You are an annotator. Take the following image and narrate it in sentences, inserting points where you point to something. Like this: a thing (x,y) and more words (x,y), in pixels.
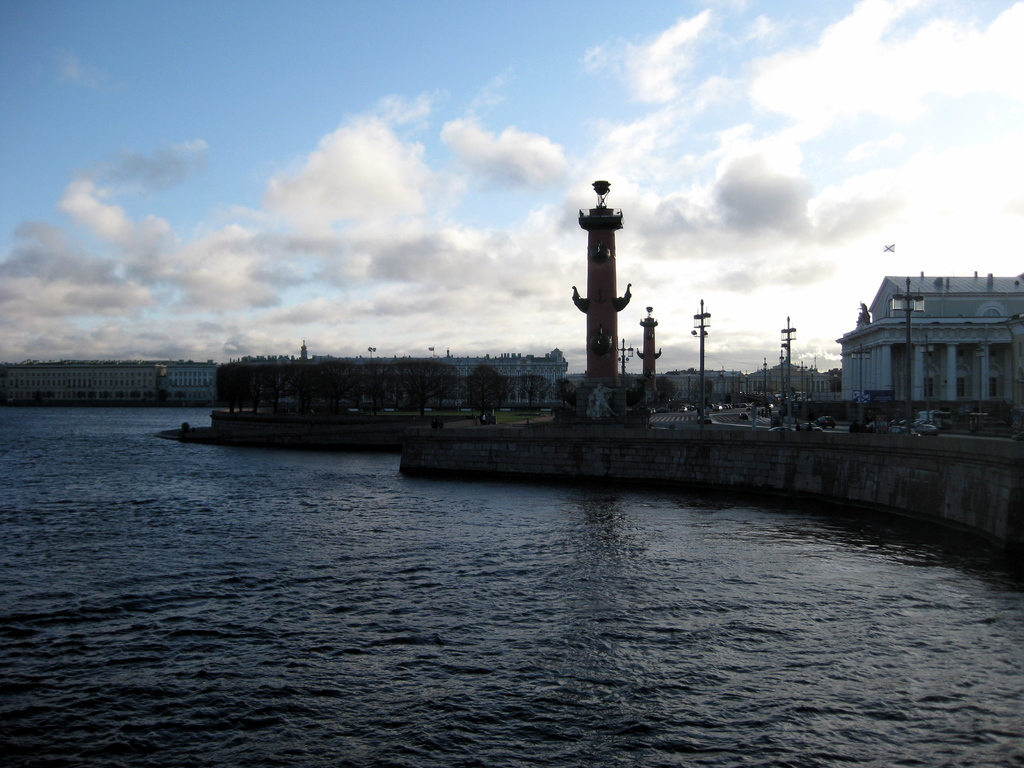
In this picture I can observe a river (404,578). In the middle of the picture (588,344) I can observe a tower (596,328). On the right side (961,383) there is a building (894,340). In the background (630,168) there are some clouds (382,177) in the sky (285,71).
